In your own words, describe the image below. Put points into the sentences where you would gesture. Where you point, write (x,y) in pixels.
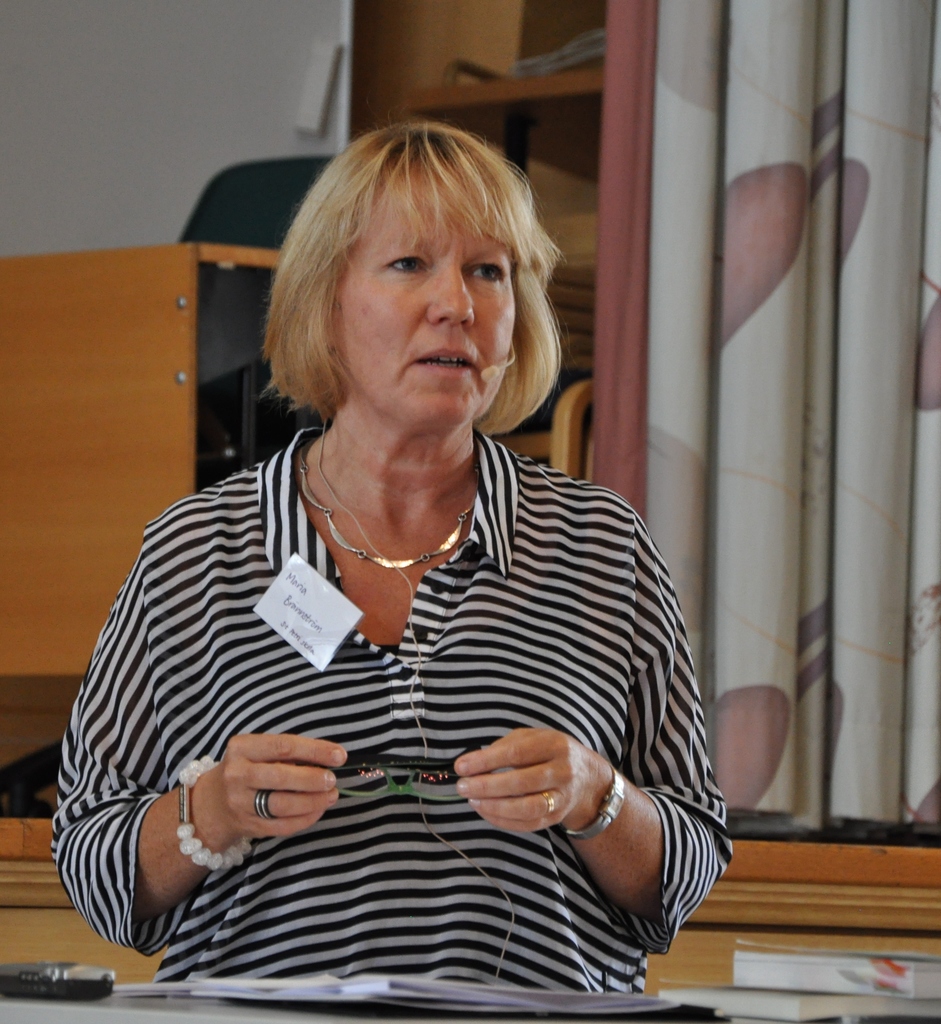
At the bottom of the image (142,1011) there is a table (52,1002), on the table (52,1002) there are some books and papers (440,999). In the middle of the image (565,642) a woman (164,830) is standing and holding glasses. Behind her there is a table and chair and curtain (816,263). Behind them there is wall (171,125).
